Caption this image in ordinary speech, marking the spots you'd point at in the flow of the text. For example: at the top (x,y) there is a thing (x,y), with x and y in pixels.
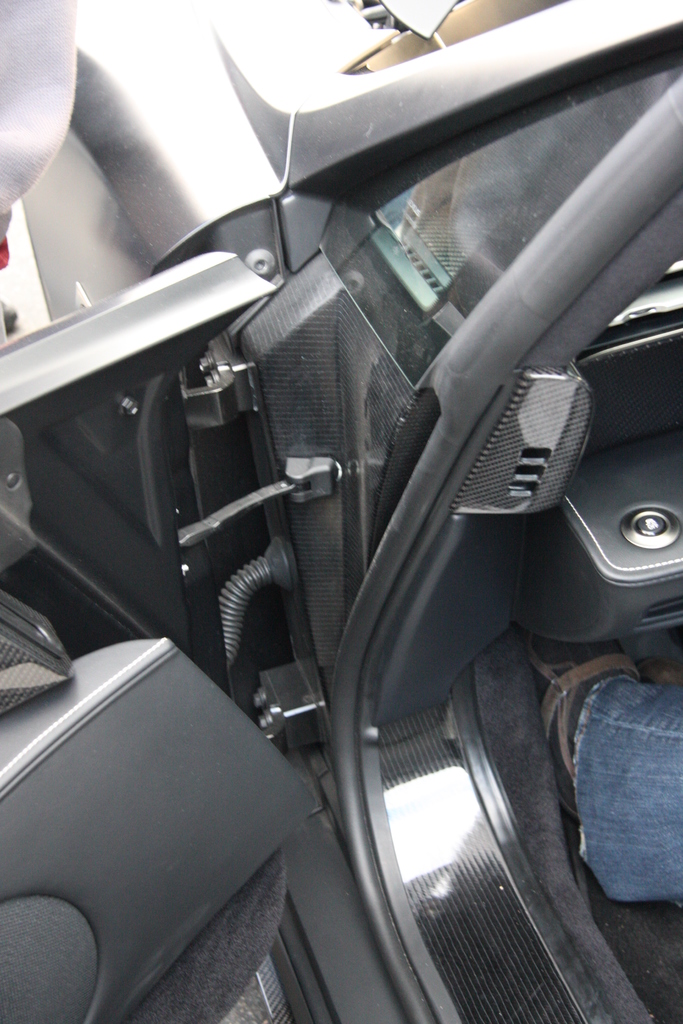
Here in this picture we can see a car door (184,719) is opened and we can see a person's leg (641,718) in the car (502,791) and on the left side (49,48) we can also see a person (56,60) standing over there.
